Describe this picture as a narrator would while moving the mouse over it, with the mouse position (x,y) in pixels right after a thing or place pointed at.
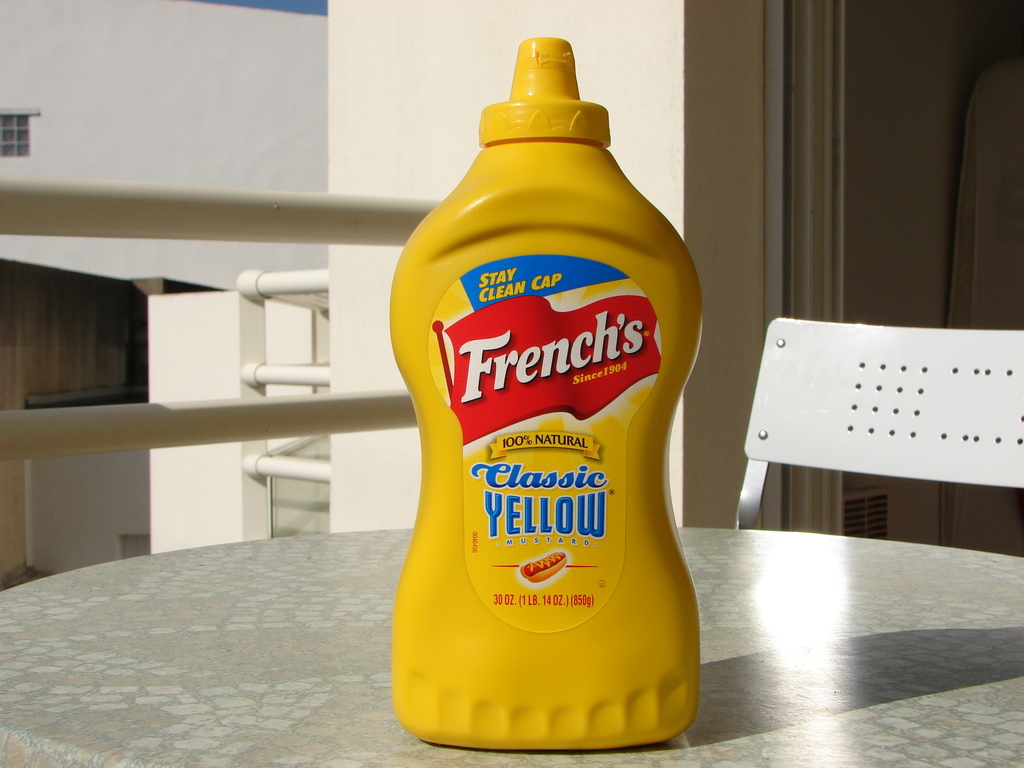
In this image there is a bottle (541,566) on the table (812,726). At the back (826,361) there is a chair (917,349) and at the back (376,133) there is a wall (324,36).
